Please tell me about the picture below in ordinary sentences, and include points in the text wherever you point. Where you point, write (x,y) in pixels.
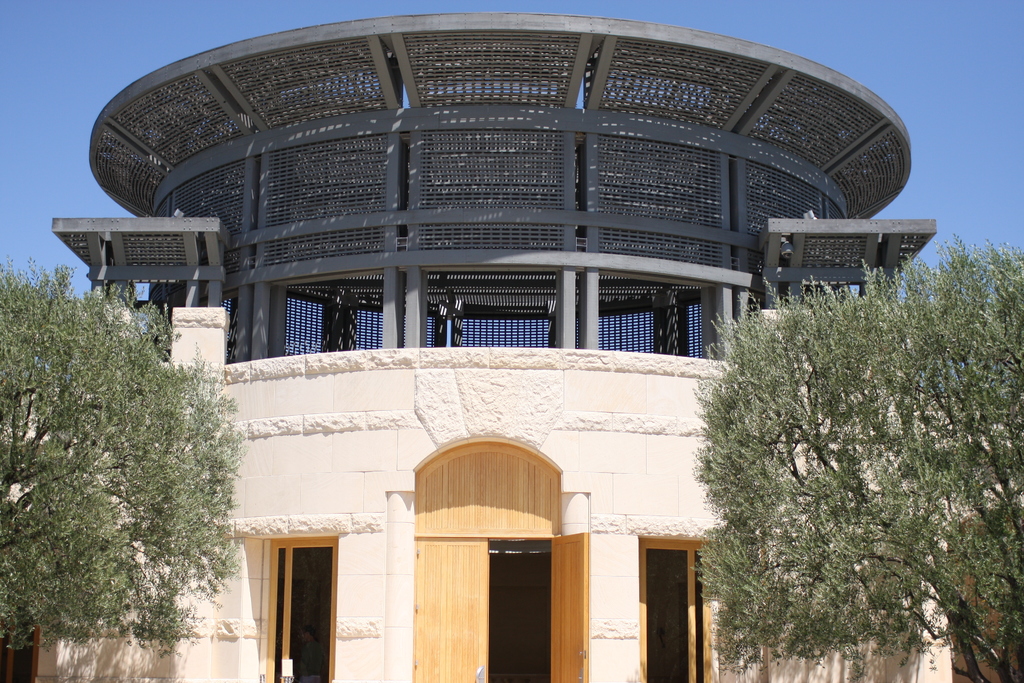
In this image we can see a building (539,314) and there are two trees (993,539) and at the top (1010,216) we can see the sky (1018,174).
